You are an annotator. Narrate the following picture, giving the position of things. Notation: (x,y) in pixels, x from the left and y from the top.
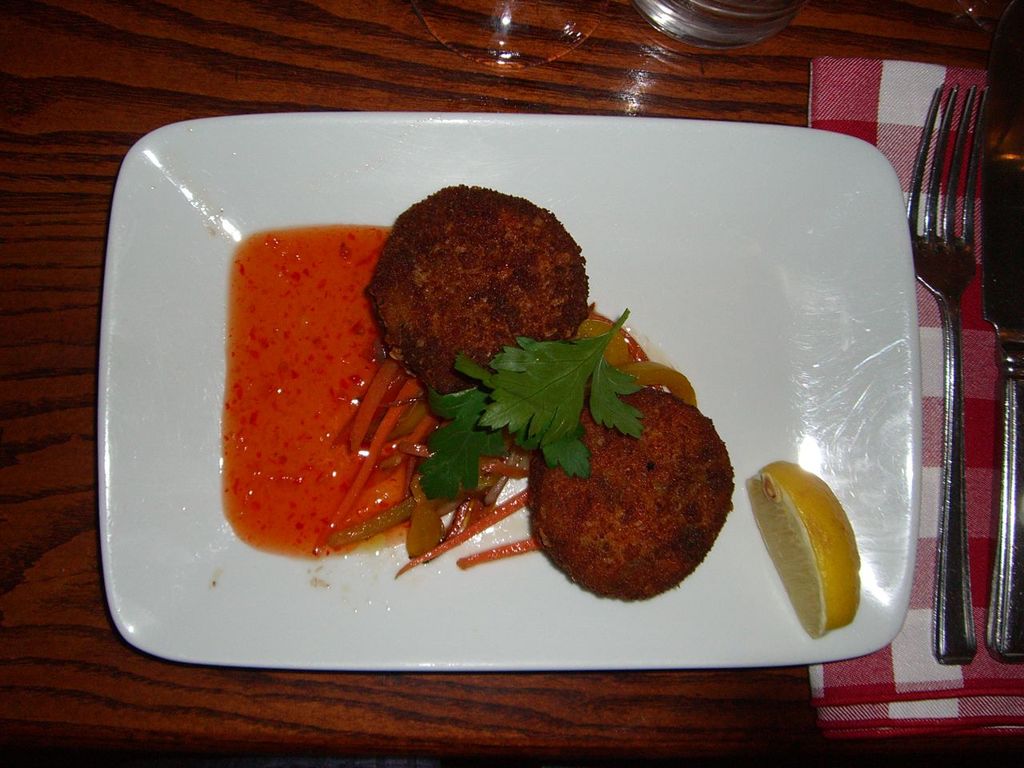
In this image I can see the food (640,465) and the food (625,452) is in brown, green and orange color and I can see a lemon (775,500) in the plate (806,326) and the plate (749,215) is in white color. I can also see a knife (1014,242) and a fork (945,229) on the brown color surface (261,79).
